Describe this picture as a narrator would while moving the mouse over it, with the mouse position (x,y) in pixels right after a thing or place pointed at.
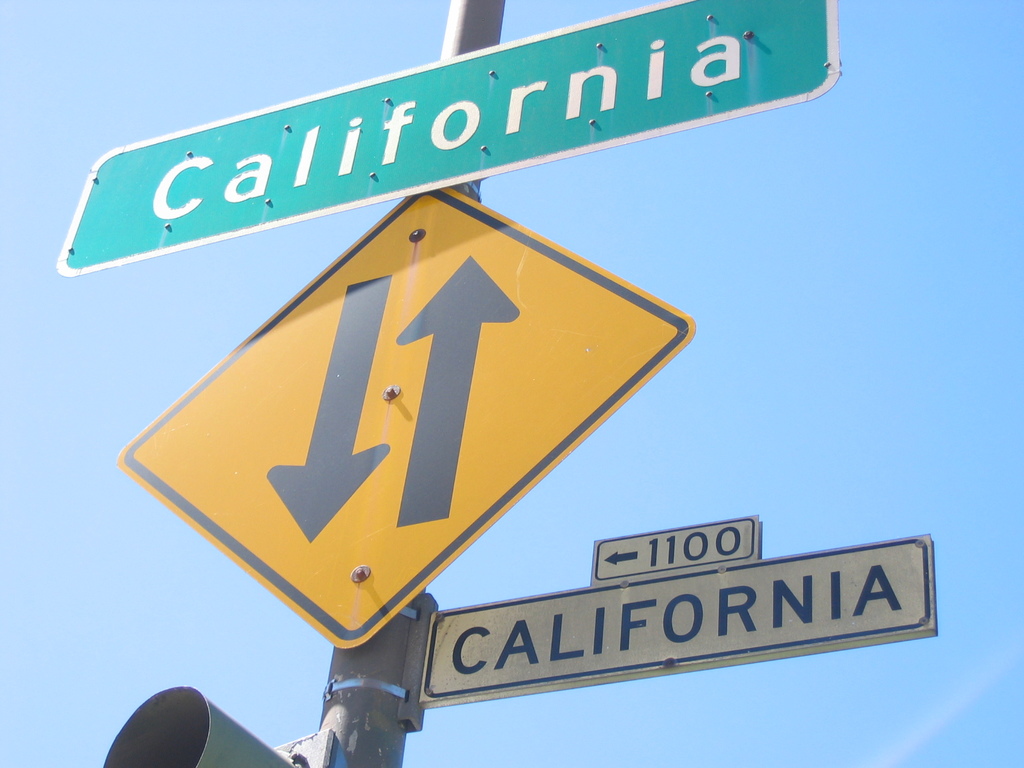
In the middle of this image (481,415), there are three sign boards (547,622), which are in green, yellow and white color respectively attached to a pole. In the background (727,216), there is the blue sky (790,215).
